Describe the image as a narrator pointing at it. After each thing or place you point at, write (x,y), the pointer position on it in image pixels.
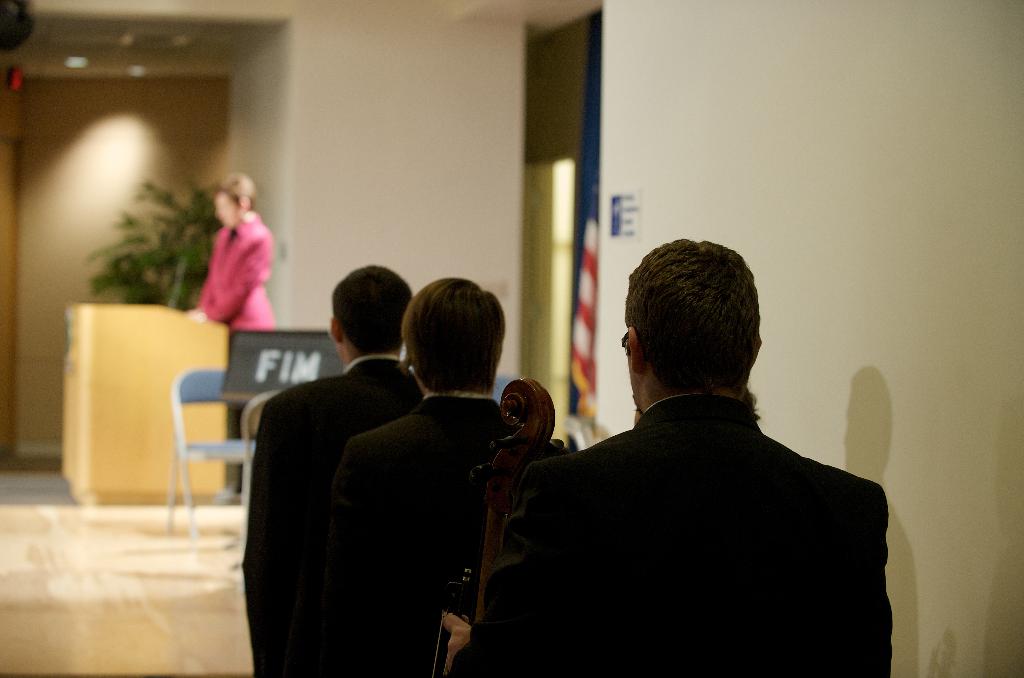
In this image there are three men (378,471) standing in a queue (612,572). They are holding musical instruments (451,597). In front of them there are chairs (242,440). Behind the chairs (207,378) there is a woman (232,270) standing at the podium (131,333). In the background (191,180) there is a wall (182,127). There are flags (591,240) and a houseplant (159,238) at the wall (106,204).
